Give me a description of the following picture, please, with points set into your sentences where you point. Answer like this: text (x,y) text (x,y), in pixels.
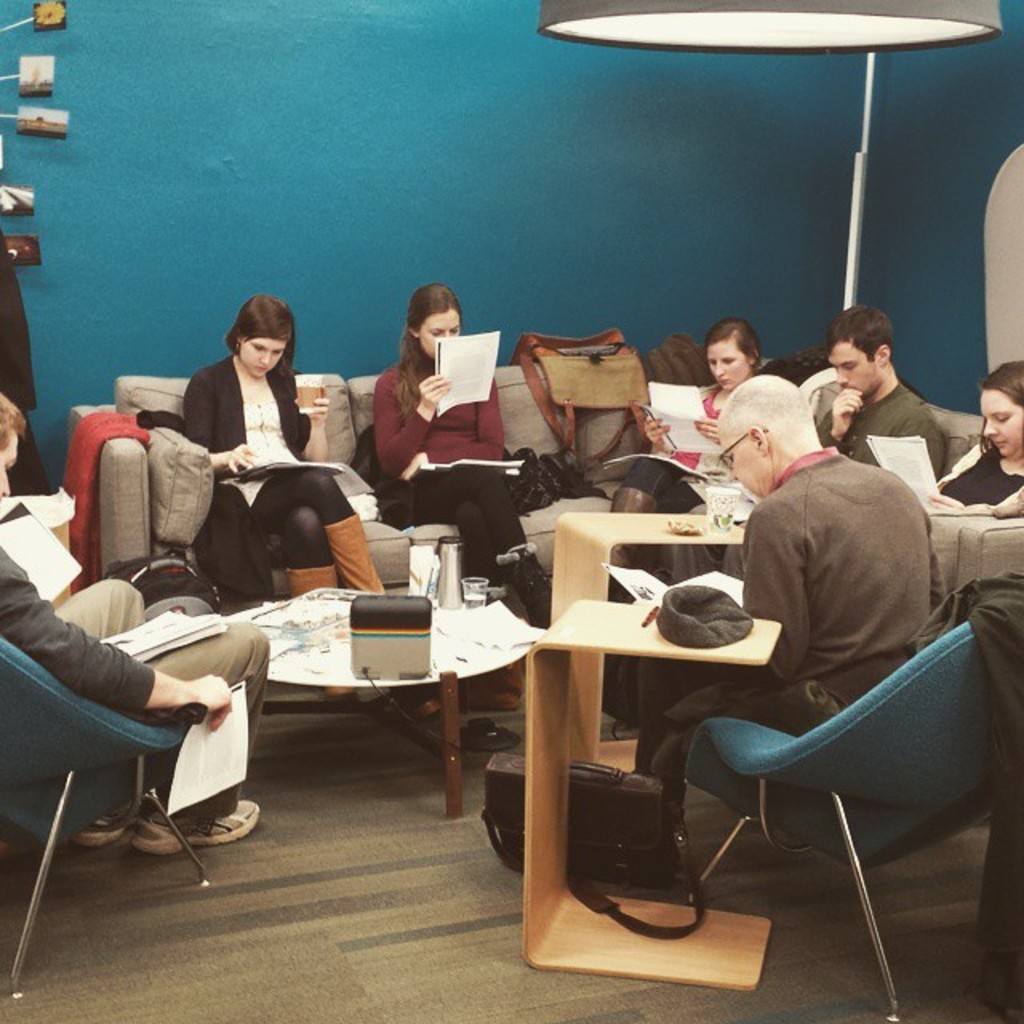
In this image I can see there are few persons (963,499) sitting on sofa set (185,521) and there are holding the papers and some of them sitting in chair (919,749), in front of them I can see a table (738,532), on the table (261,645) I can see papers (741,591), pen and box (409,608). At the top (329,53) I can see blue color wall (749,124) and light (756,41).
